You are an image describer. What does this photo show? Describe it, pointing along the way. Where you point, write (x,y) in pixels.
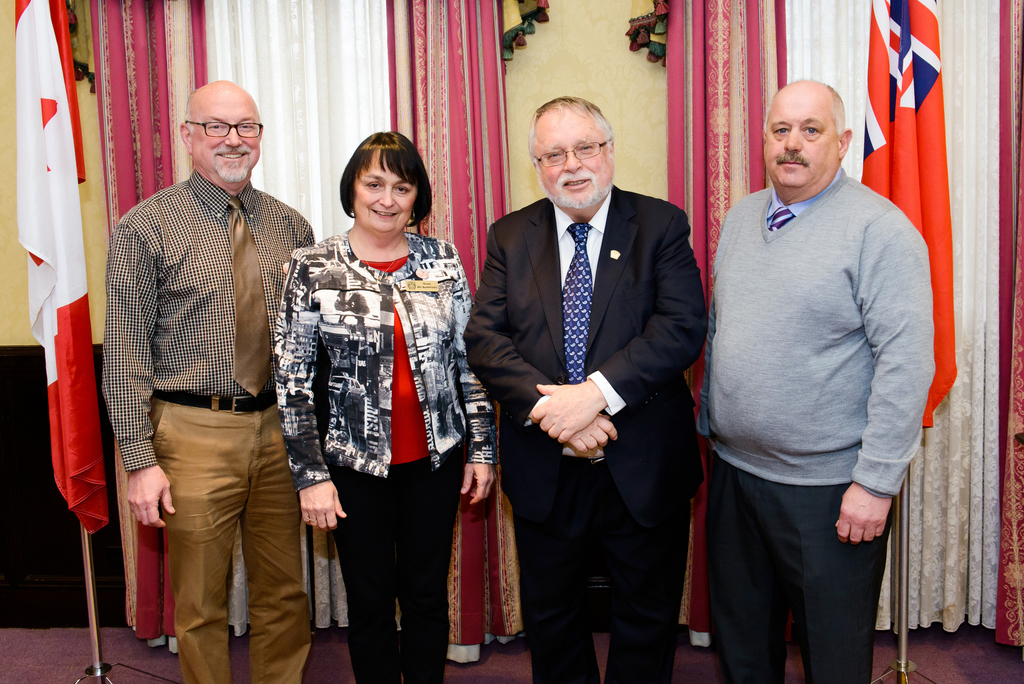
In this image we can see a group of people (393,305) standing on the floor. On the backside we can see the flags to the poles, curtains (170,636) and a wall (645,167).
